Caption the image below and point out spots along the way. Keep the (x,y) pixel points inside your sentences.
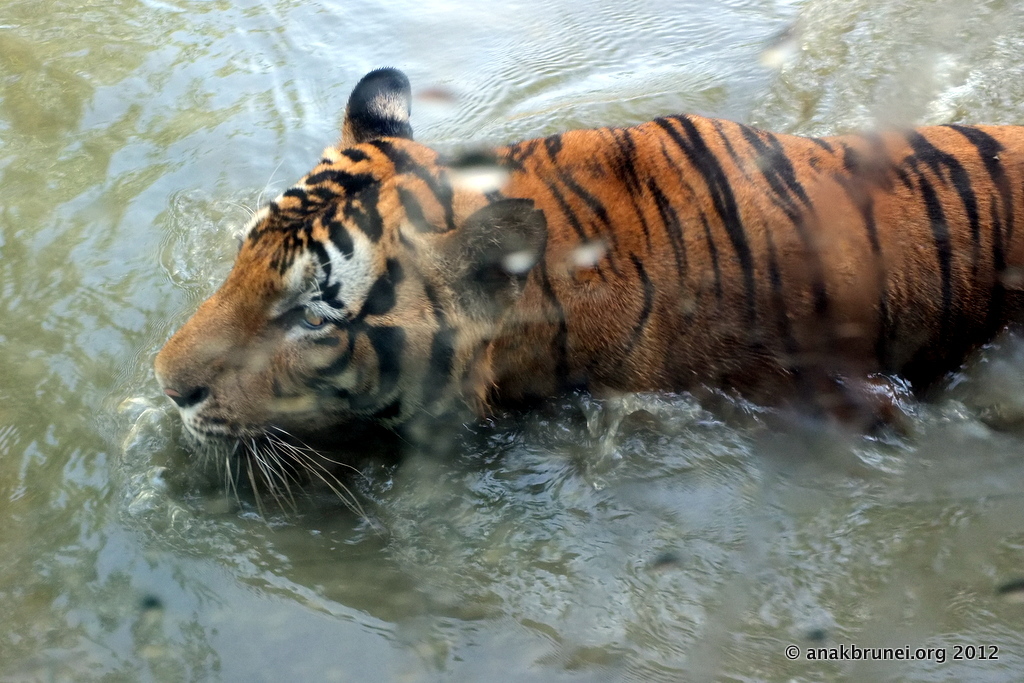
This image consists of a tiger (341,311) walking in the water (516,422). At the bottom (607,603), there is water (633,598).
